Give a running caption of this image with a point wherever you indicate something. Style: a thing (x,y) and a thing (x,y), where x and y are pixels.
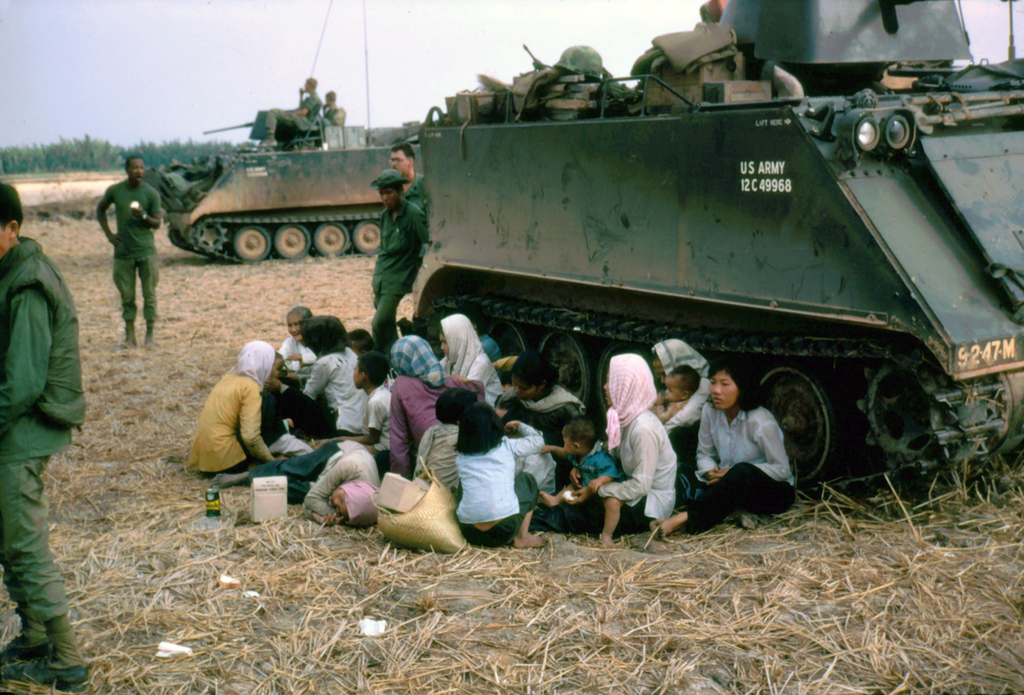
In this image there are group of people (418,445) sitting in the middle of the image (508,463). There are military tanks (326,202) around them. On the ground (395,602) there is dry grass (135,451). On the left side (40,409) there is an officer (22,363). At the top (159,40) there is the sky (159,28). In the background (62,160) there are trees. In the background (248,158) there is a tank (287,162) on which there are two persons (303,130).
